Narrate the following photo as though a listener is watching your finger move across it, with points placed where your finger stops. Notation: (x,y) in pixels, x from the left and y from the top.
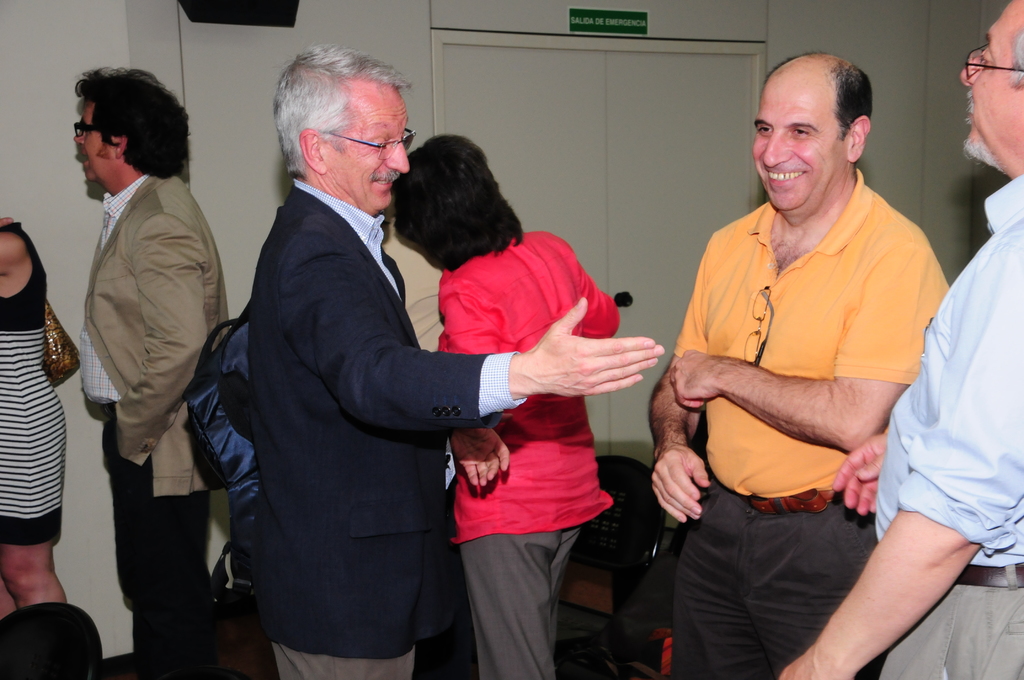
In front of the picture, we see three men (844,353) are standing. Three of them are smiling. The man (404,473) in the blazer (414,417) is wearing a bag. Behind them, we see two women (564,409) and a man (121,301) are standing. Behind them, we see the chairs (606,474). In the background (249,105), we see a white wall (263,103) and a white door (571,184). We even see a board (583,11) in green color with some text (608,19) written on it.
